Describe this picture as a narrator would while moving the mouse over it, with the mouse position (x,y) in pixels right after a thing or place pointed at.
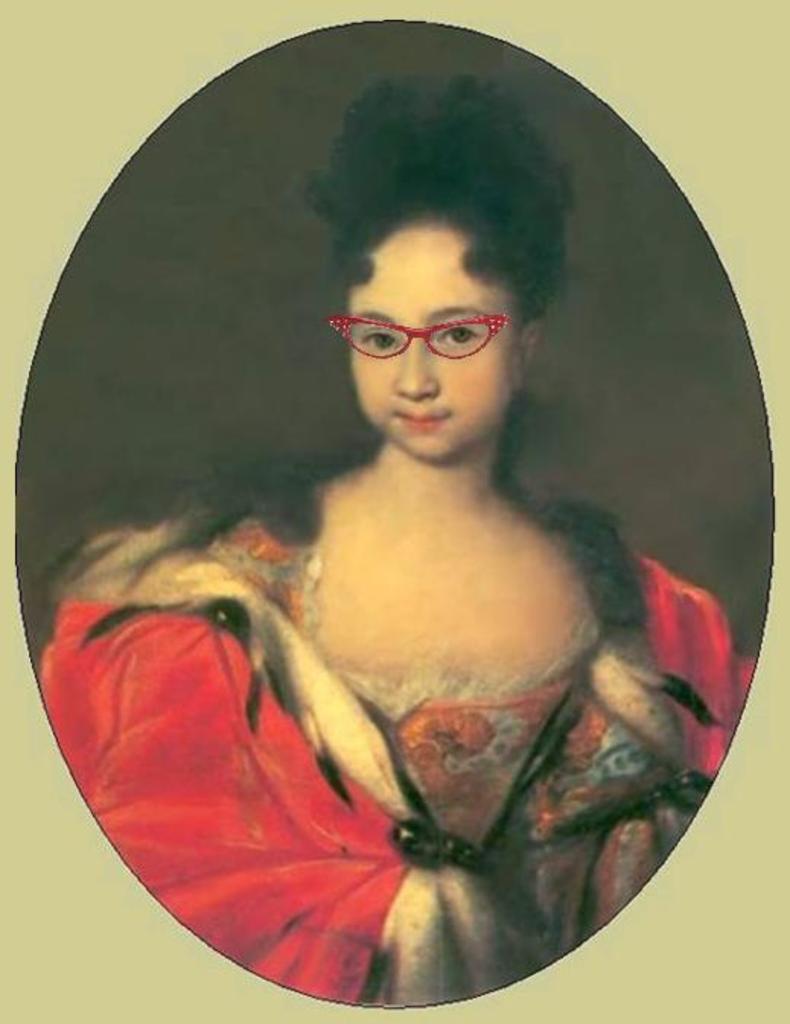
This is a picture of a woman (410,526). She wore red dress (448,834) and she wore spectacles (448,332). Her hair (445,185) is black.
